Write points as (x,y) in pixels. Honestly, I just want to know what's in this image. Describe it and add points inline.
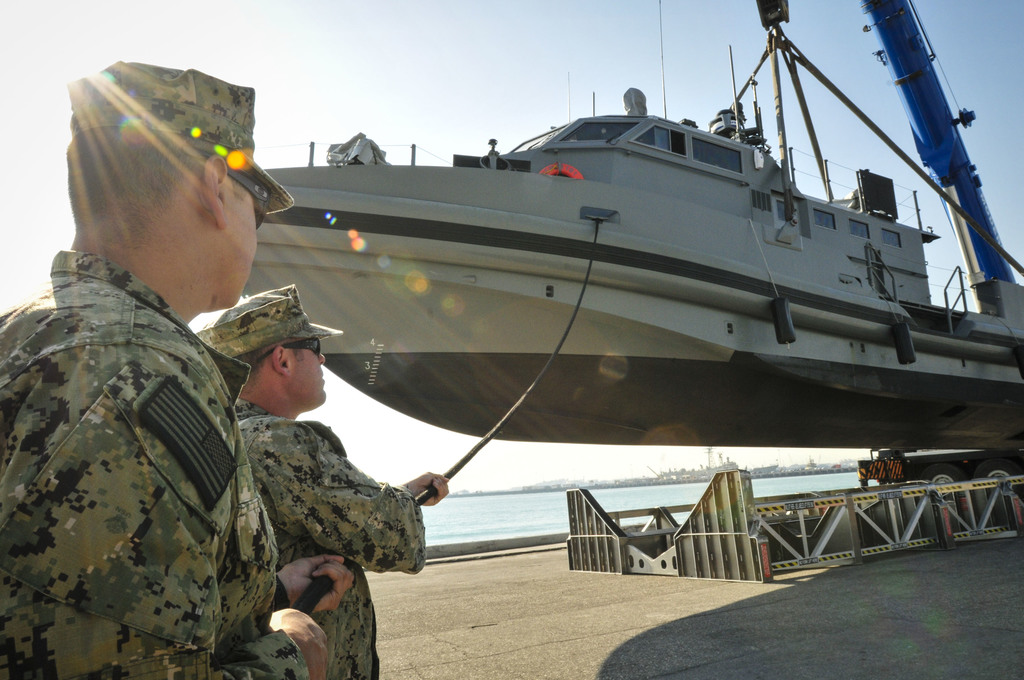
In this picture we can see two men (93,447) wore caps (287,324), goggles (289,348) and standing on the ground (652,618), ship (696,310), water (441,529) and in the background (614,108) we can see sky (487,96).
